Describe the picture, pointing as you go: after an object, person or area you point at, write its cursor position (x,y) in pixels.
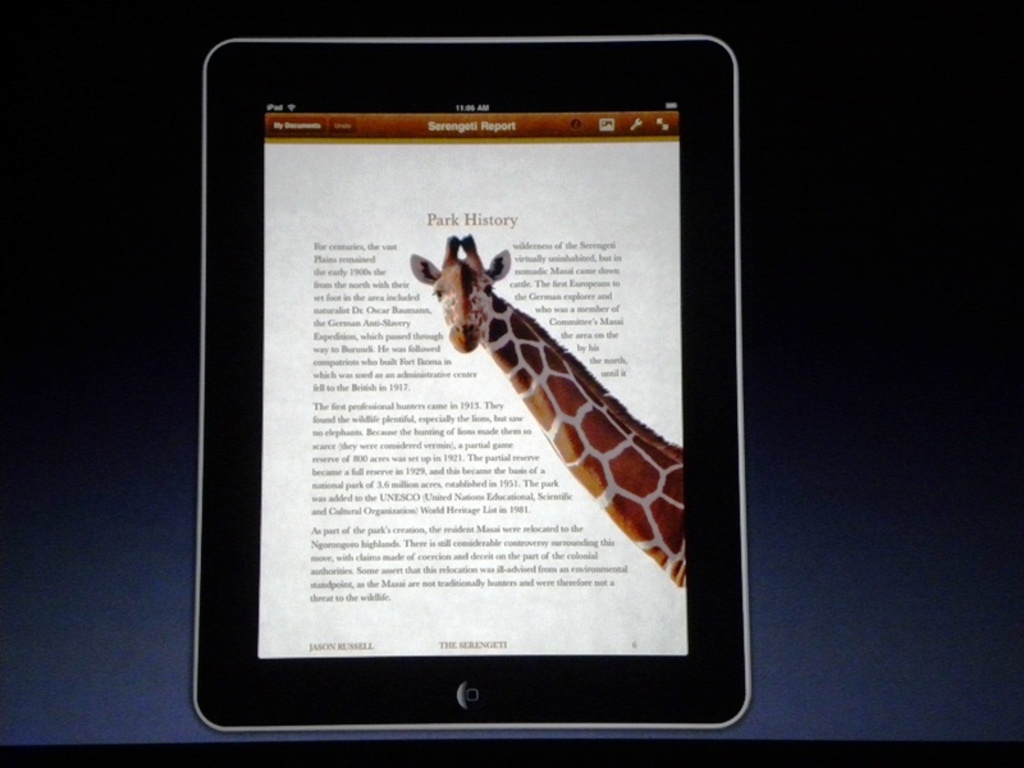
There is a tab (541,498) which displays the picture (616,453) of a giraffe (540,374) and something written beside it.
